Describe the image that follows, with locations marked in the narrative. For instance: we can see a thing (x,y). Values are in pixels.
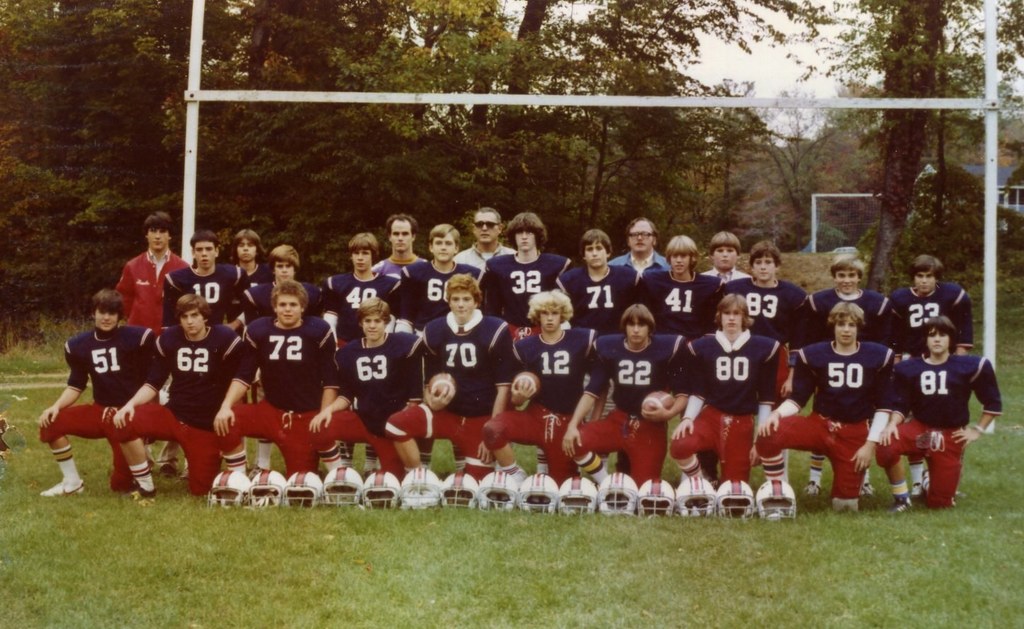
This picture shows all the football players (404,359) and we see helmets (374,501) on the ground (73,541) and few of them holding balls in their hands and we see a man (486,219) wore sunglasses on his face (483,235) and we see trees (706,17) and couple of poles (991,30) and all the players (625,419) wore blue and red color dress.
